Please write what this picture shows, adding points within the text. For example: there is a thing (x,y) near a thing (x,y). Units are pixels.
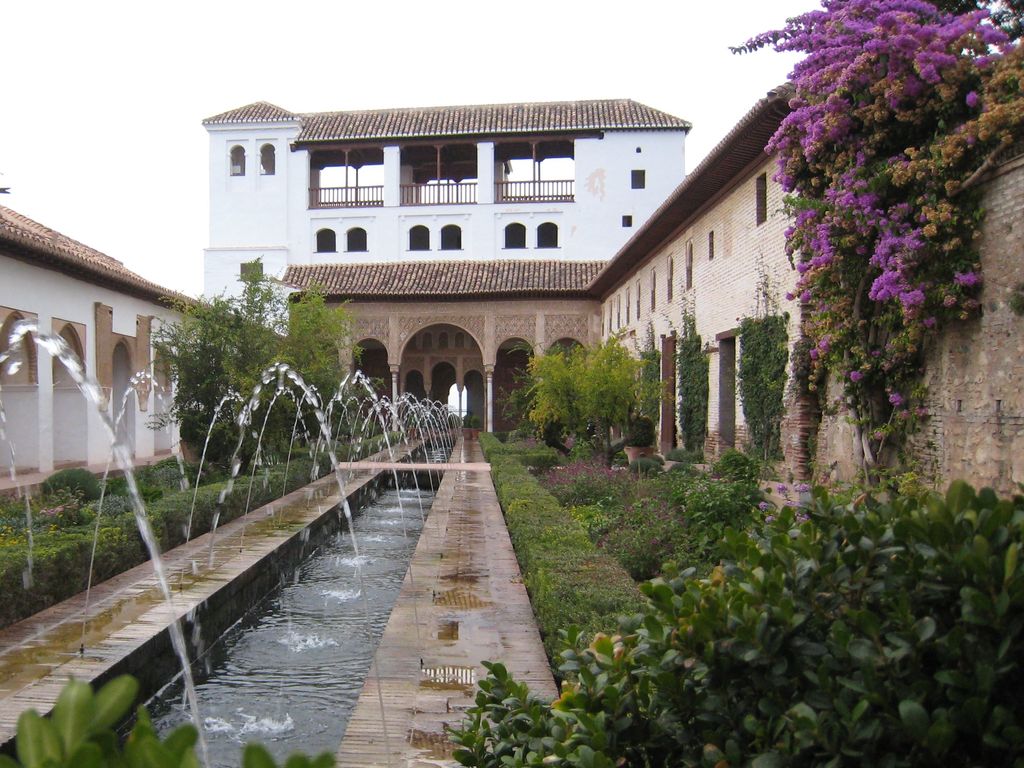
In this image there are fountains (265,628). Beside the fountains (368,525) there are hedges (604,551) and plants (580,437). Behind the plants (622,363) there are buildings (347,252). In the top right (835,114) there are flowers (890,235) to the plant (864,203). At the top (285,76) there is the sky (312,70).
